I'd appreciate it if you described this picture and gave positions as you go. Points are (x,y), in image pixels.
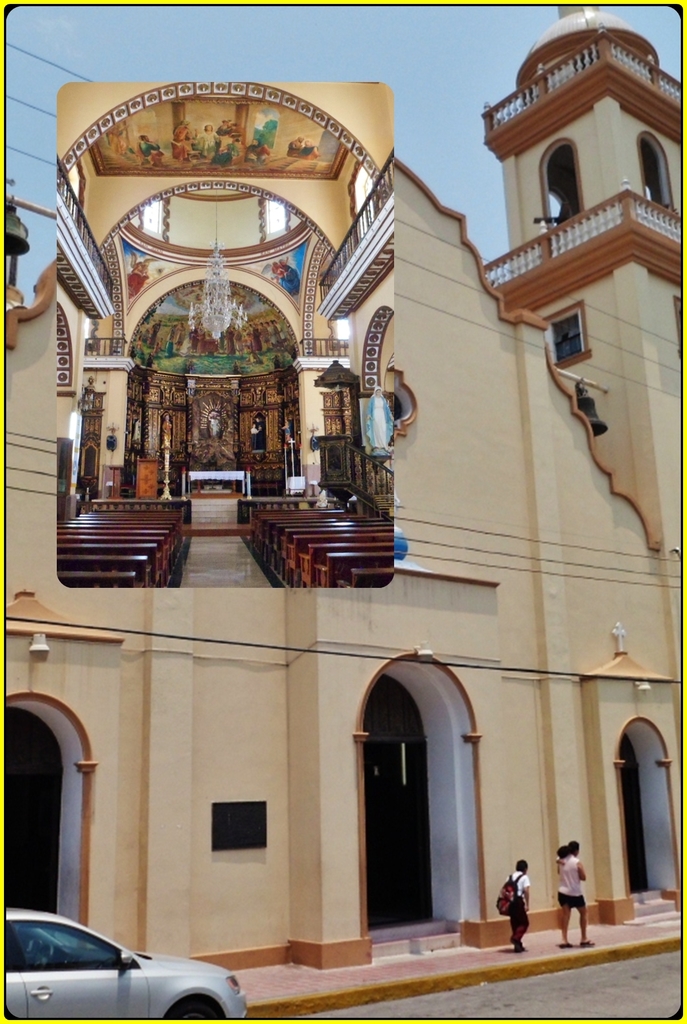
This is a collage image and here we can see a building (433,764) and there are some people (525,872) and one of them is wearing a bag (516,886) and there is a car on the road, at the top (103,250), there is an other image with tables (224,473), stands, lights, statues (169,445) and some other objects (192,451).
